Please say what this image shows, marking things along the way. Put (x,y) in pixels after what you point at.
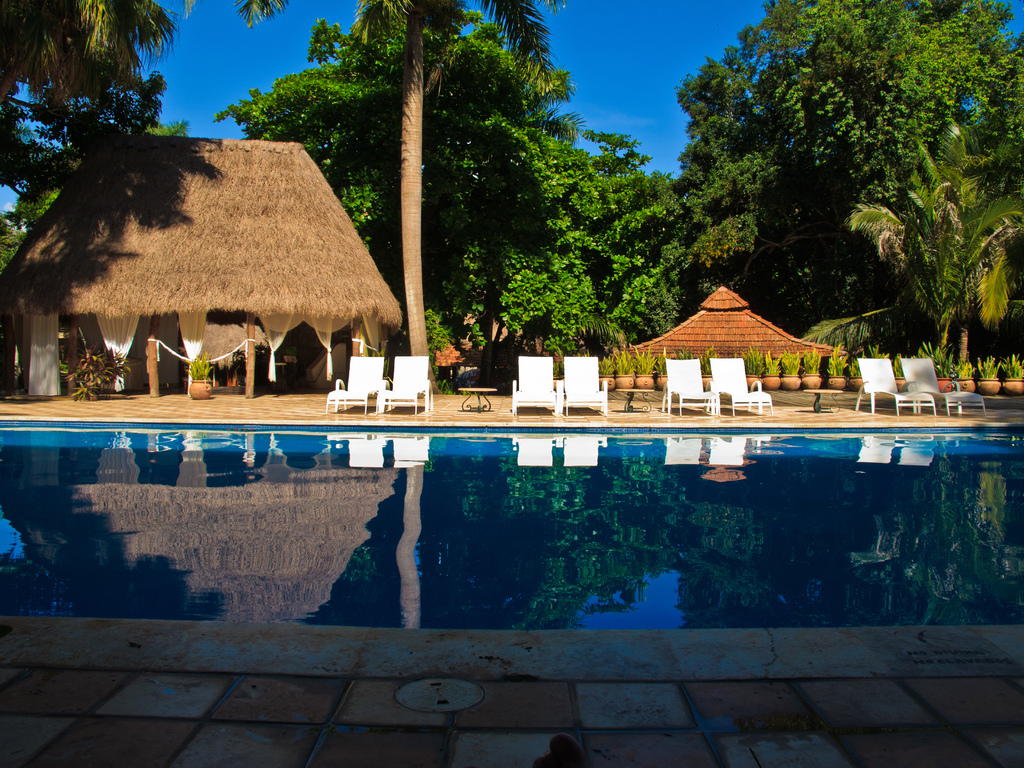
In this picture we can see a hut (218,276), we can see curtains (183,332) and plant (199,375) here, there is a swimming pool (363,543) here, we can see some chairs (592,380) behind the pool (681,438), there is a shed (712,323) here, in the background (741,198) there are some trees (409,148), we can see sky (655,46) at the top of the picture (655,41).
